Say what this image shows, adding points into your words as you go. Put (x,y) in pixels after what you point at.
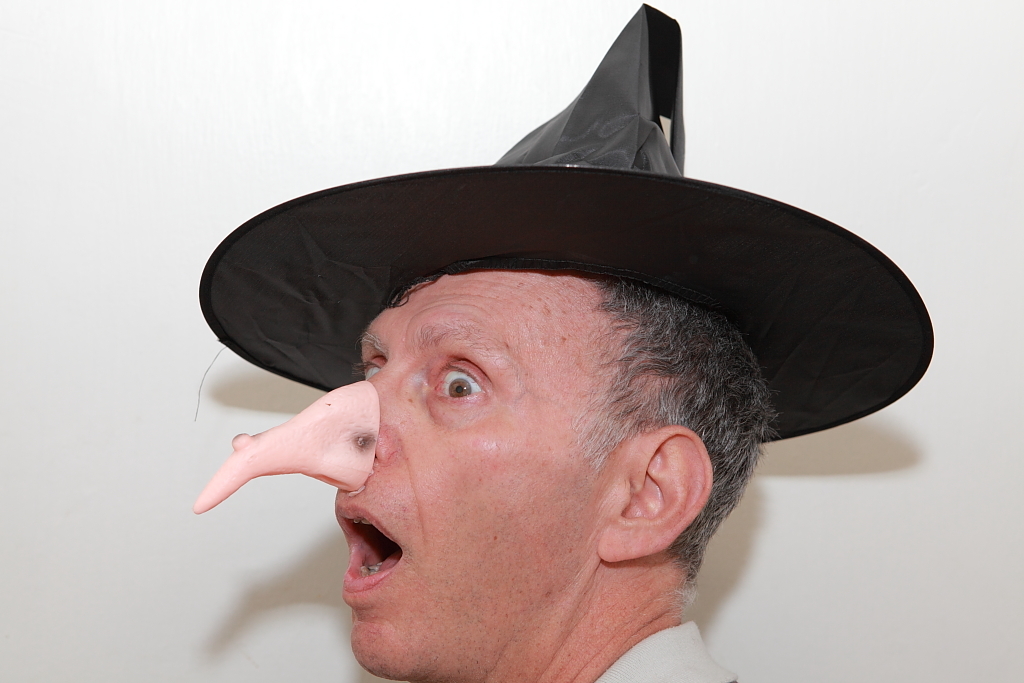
In the foreground of this image (484,505), there is a man (405,585) with open mouth (353,511) and a hat (558,261) on his head (709,323) and a depicted sharp nose (360,395) attached to his nose (376,455) and there is a white background (287,130).
